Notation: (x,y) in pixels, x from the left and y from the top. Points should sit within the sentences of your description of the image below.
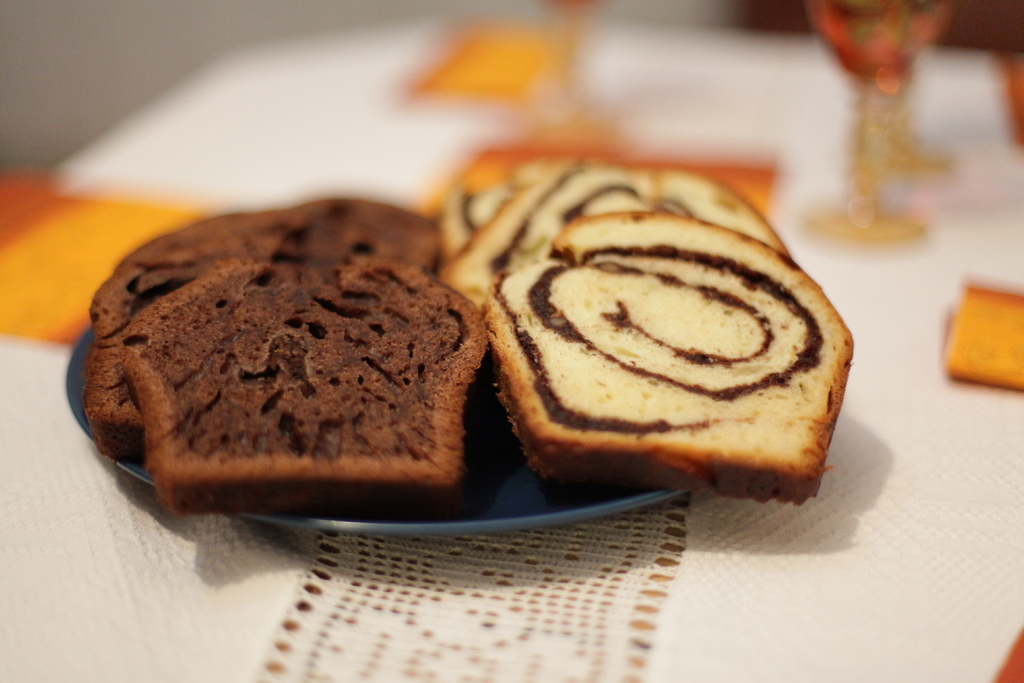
In this image I can see food (255,335) which is in brown and cream color in the plate (637,496). The plate (479,503) is in blue color, background (980,181) I can see few glasses (918,172) on the white color cloth (866,550).
